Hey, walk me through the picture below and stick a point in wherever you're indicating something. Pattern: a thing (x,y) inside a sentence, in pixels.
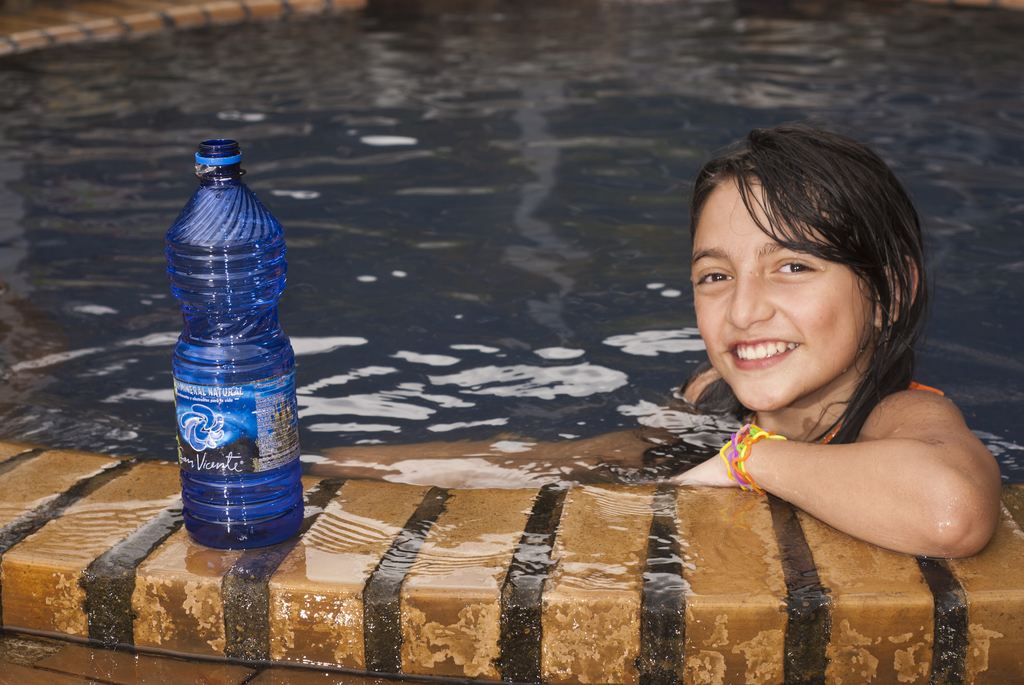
In this image I can see a girl (916,397) is in a swimming pool (888,150). I can also see a smile on her face (735,379). Here I can see a water bottle (217,183).
